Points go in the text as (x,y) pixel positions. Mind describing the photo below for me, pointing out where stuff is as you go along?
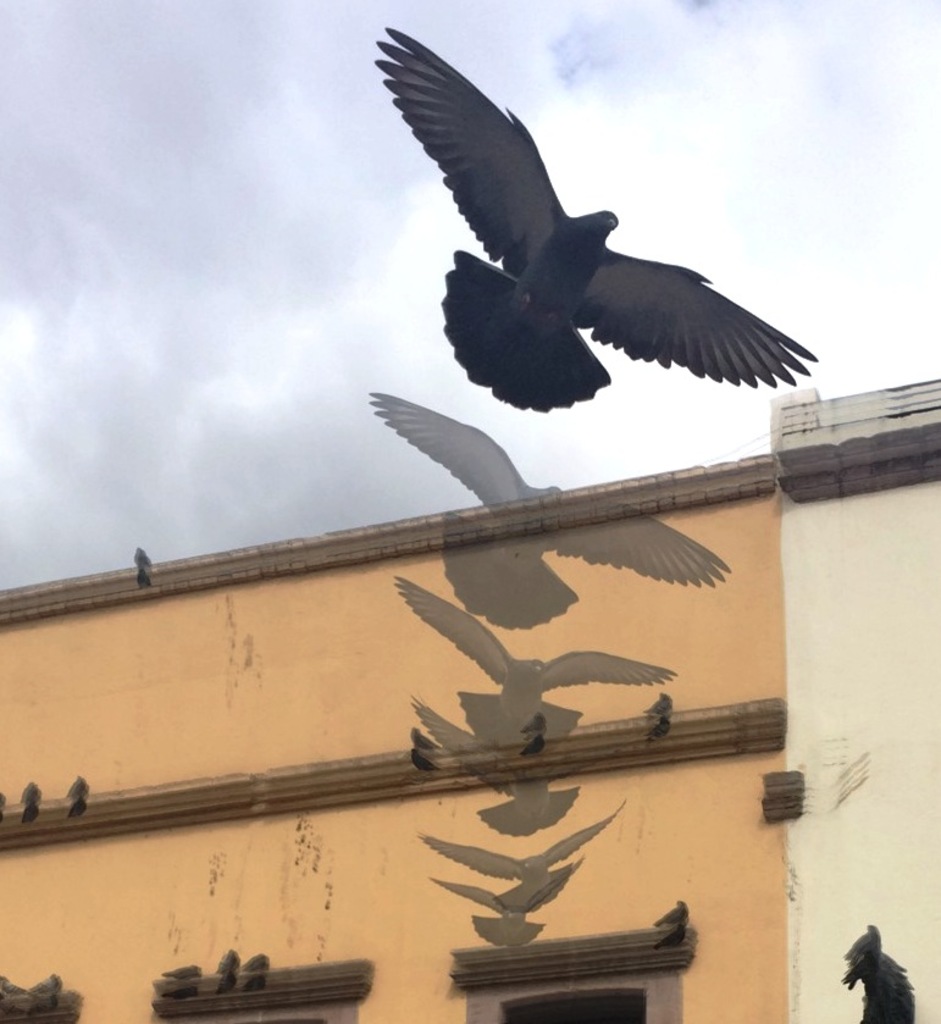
In this image we can see a bird (622,327) flying, there is a building (747,646), on the building (447,780) we can see some birds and in the background (265,197) we can see the sky (165,332) with clouds (164,348).
